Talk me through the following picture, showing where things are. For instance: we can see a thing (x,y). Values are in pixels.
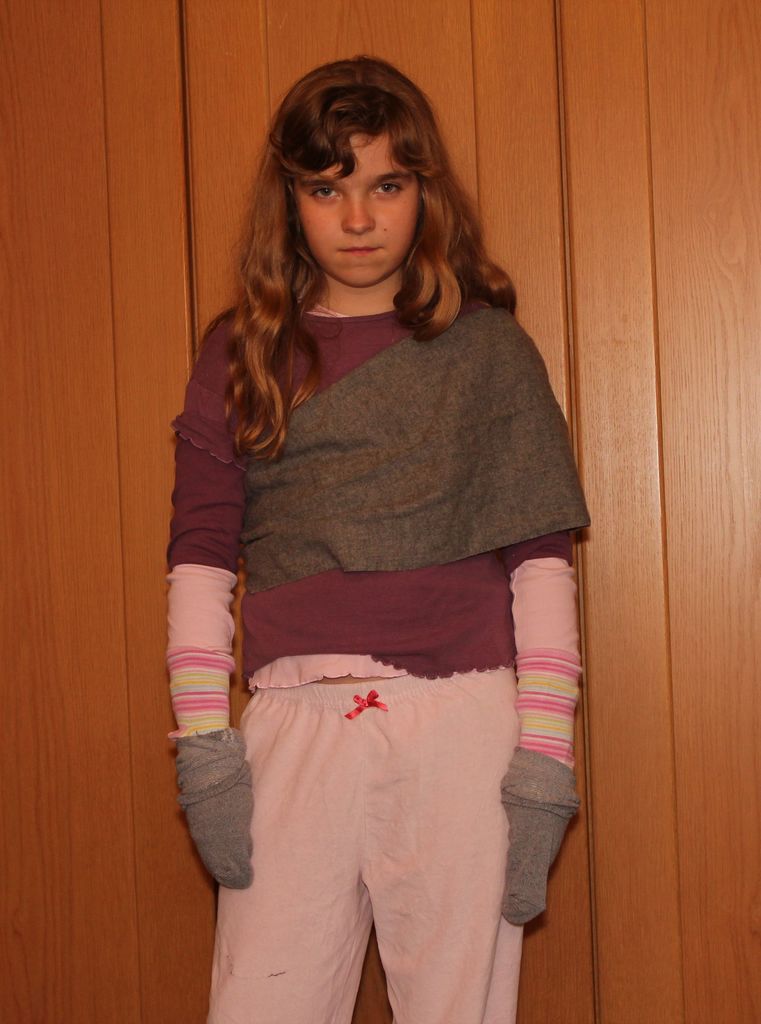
In this picture, we can see a person (330,141) standing and we can see the background (90,597).
